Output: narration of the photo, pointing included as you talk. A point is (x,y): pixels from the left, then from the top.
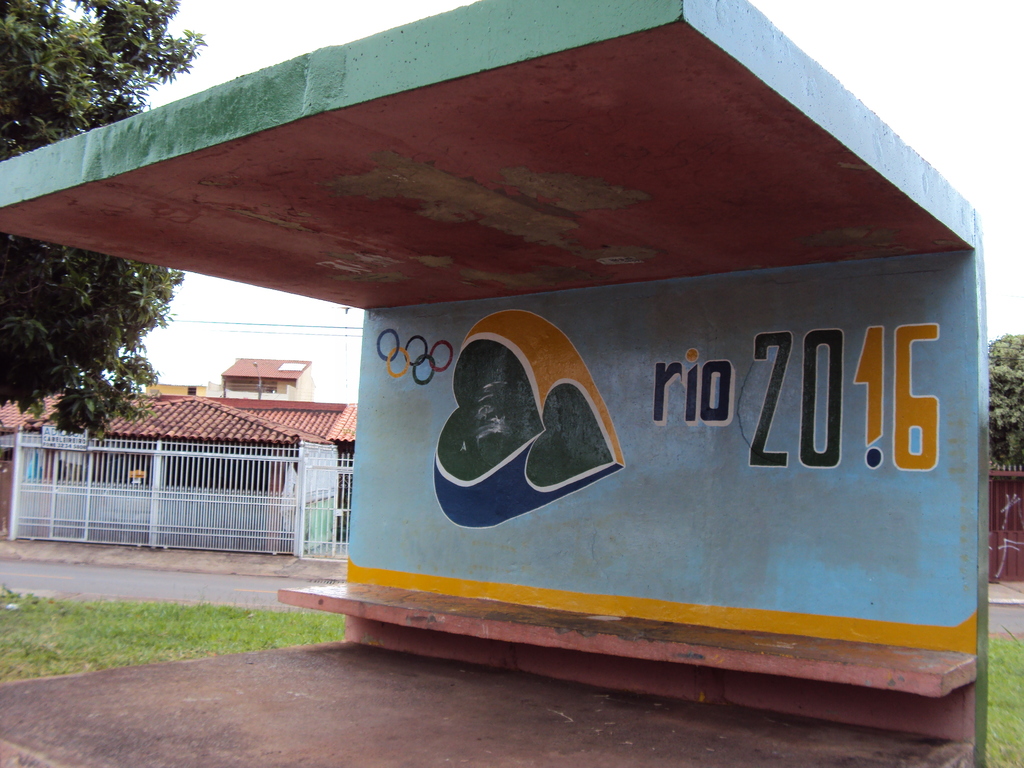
In the middle of the image (425,424) there is a shed (858,382). Behind the shed (677,431) there is grass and there is fencing (995,511) and there are some buildings (121,422) and trees (77,415). At the top of the image (1008,126) there is sky (998,2).
